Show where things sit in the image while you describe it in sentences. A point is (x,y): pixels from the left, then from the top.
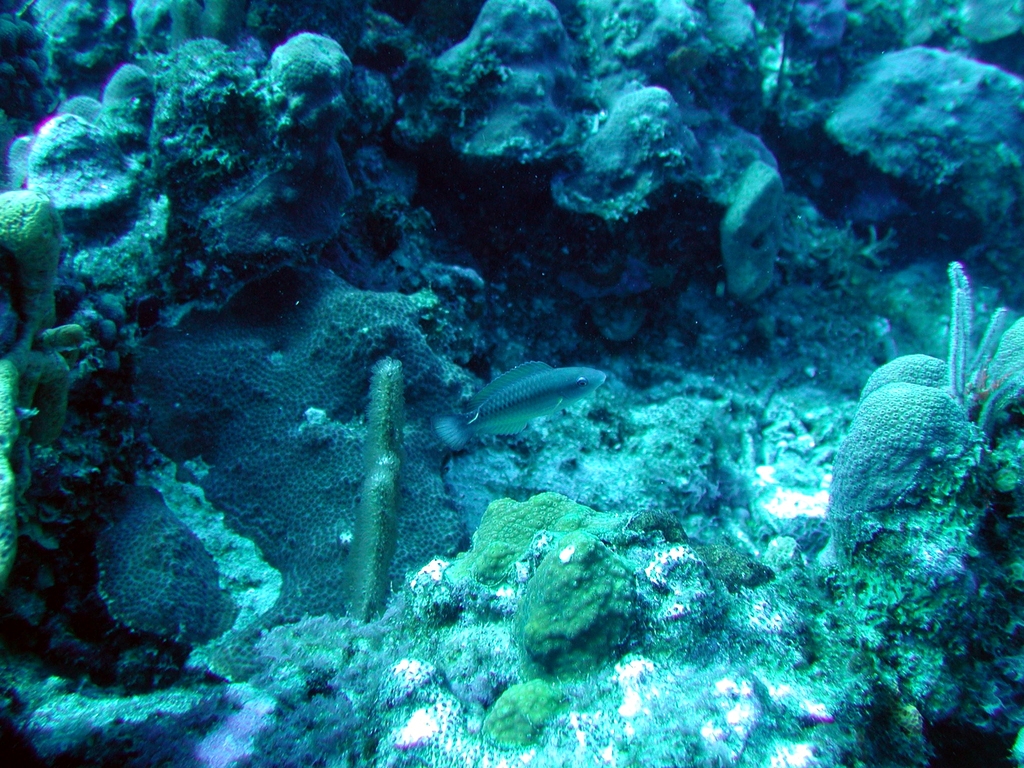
In the picture we can see deep inside the sea (455,626) some water rocks (717,636), plants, stones (761,637) and a fish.
